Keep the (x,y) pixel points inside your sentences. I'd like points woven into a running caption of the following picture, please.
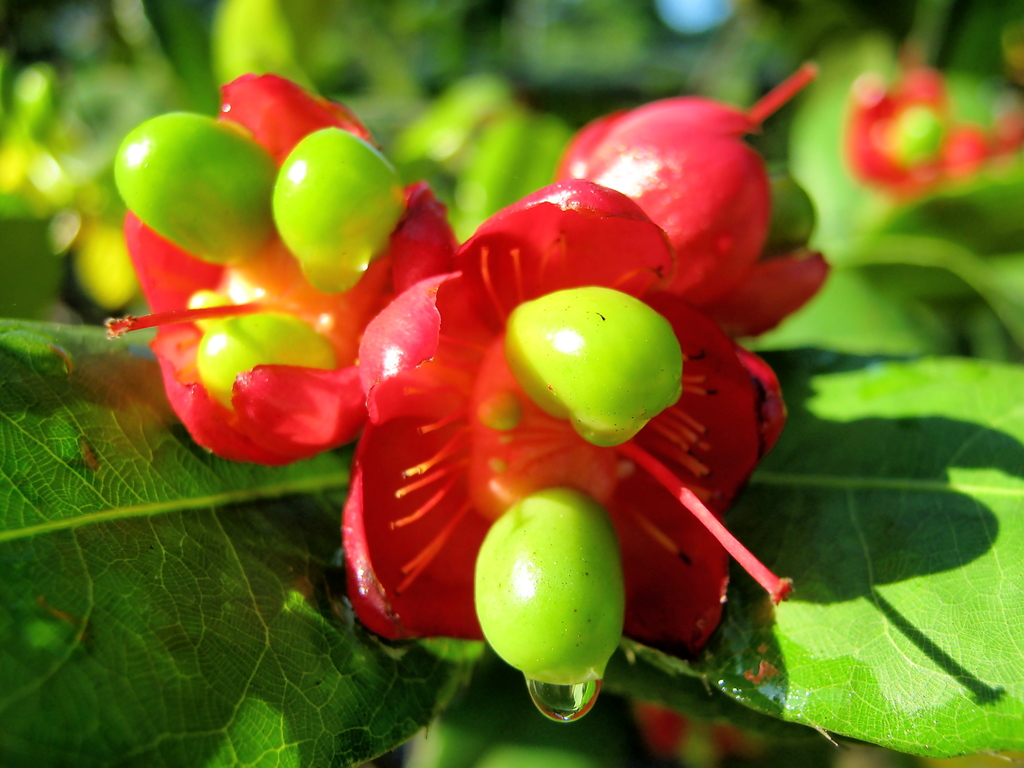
In this picture we can see some leaves (280,577) and flowers (705,285), there is a blurry background (940,95).
